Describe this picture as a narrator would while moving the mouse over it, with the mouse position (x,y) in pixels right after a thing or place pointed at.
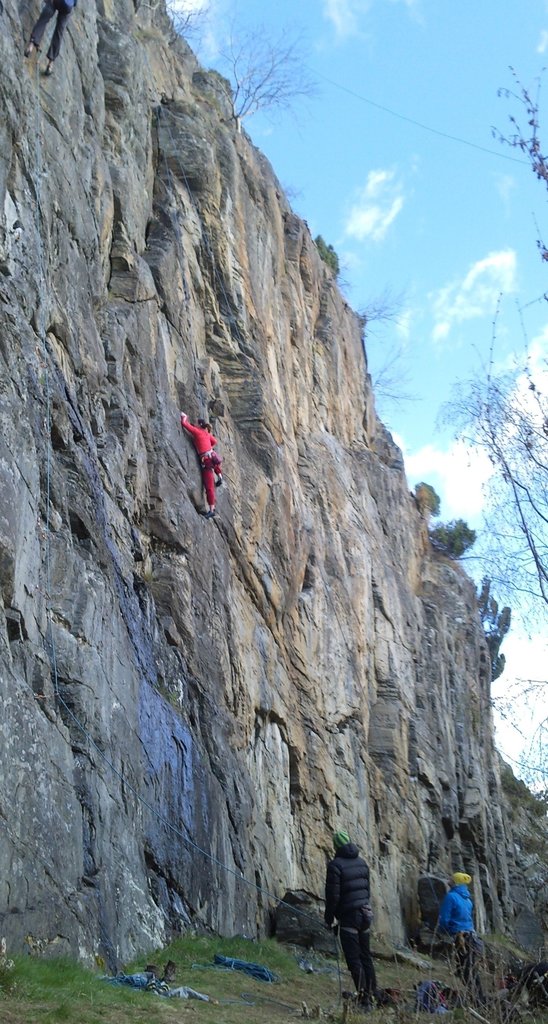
In this image we can see a person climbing a mountain (264,596) and there are trees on it, at the bottom right corner of the image (479,937) there are two people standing and there are plants (526,1014) and some objects (537,985) around them, at the top right corner of the image (455,111) there are trees (503,631) and there are clouds (513,631) in the sky (417,98).
